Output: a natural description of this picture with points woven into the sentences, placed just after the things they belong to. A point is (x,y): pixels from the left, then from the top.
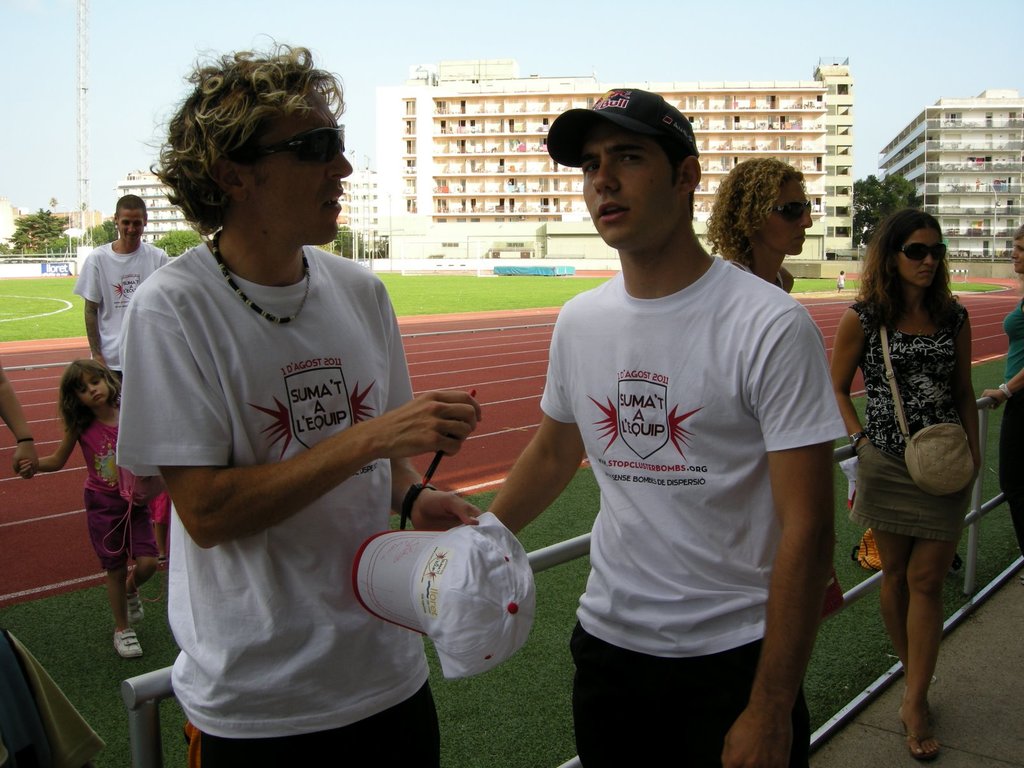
There are groups of people (240,390) standing. These are the buildings (739,116). This looks like a stadium (489,284). In the background (57,236), I can see the trees (181,239). Here is a tower (81,20). This is the sky (436,14).
